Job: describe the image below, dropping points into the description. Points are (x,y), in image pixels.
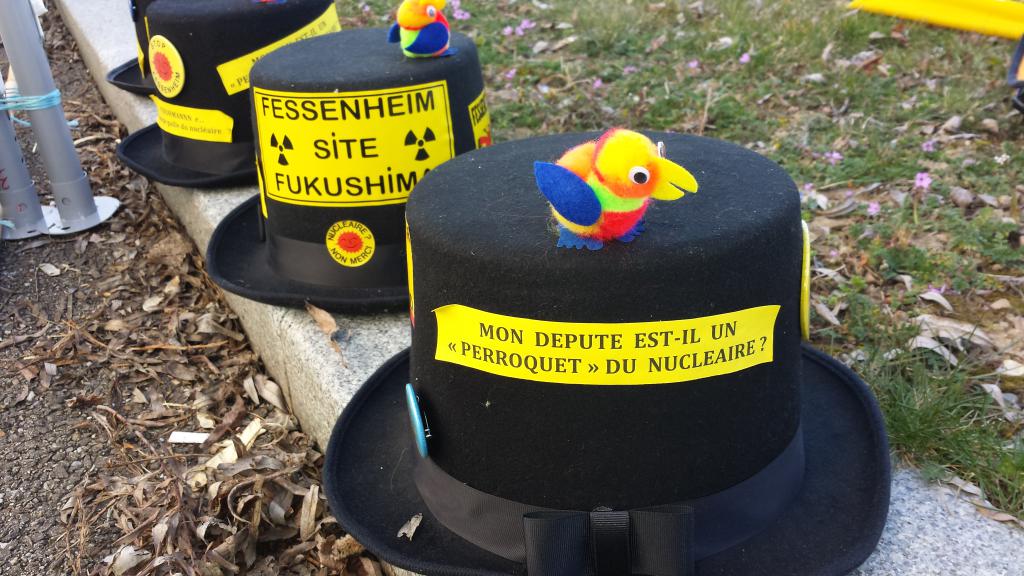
In this image we can see there are some hats (352,280) and labels (488,344) on it, at the top of the hat (499,220) there is a toy (569,196) of a bird (554,167). On the left side of the image (44,161) there is a metal rod (38,135) and there are some dry leaves (235,516) and grass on the surface (209,372).
